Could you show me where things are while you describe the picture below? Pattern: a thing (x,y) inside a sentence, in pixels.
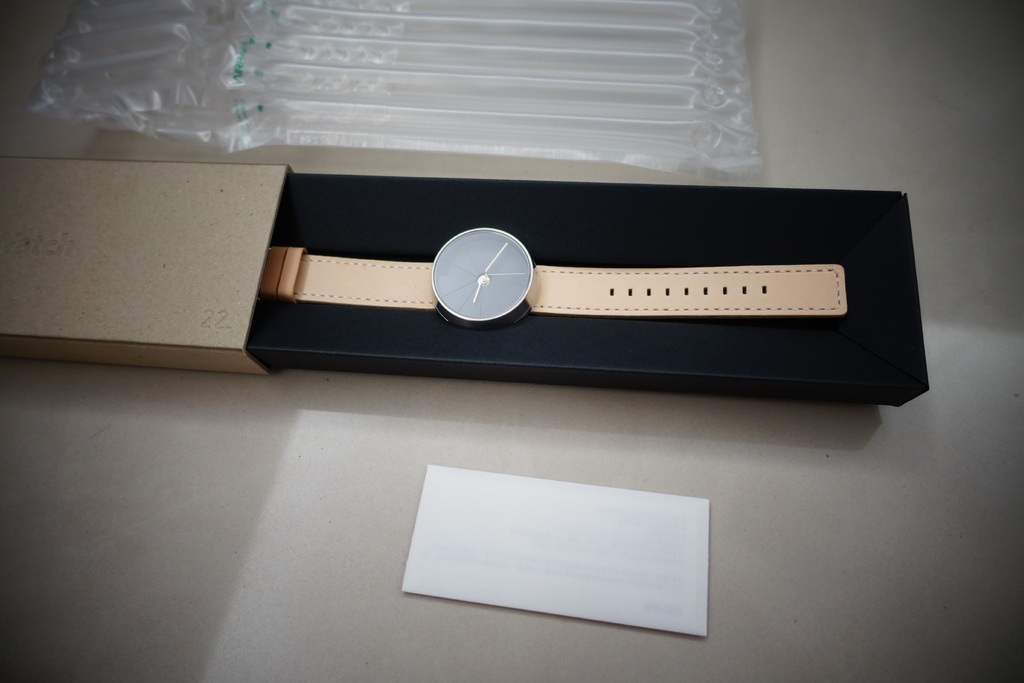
In this image we can see a wristwatch (356,298) in a box (369,313), there is a paper (672,527), and a plastic cover (599,106), which all are on the white colored surface (274,472).
